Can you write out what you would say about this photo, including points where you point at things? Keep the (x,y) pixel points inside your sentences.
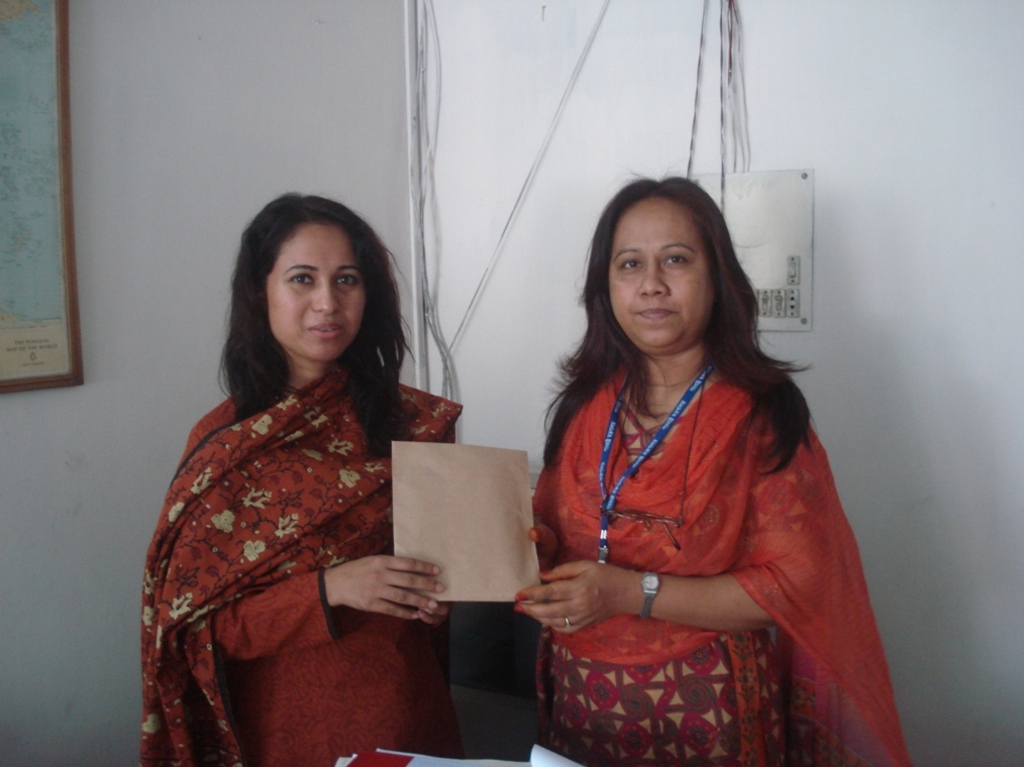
In this image we can see two women (254,463) are standing. They are holding a brown color object (457,523) in their hands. In the background of the image (438,145), we can see a switch board (739,208), wires (699,77) and map (15,192) on the white color wall (709,129). There is an object (539,756) at the bottom of the image (400,765).
